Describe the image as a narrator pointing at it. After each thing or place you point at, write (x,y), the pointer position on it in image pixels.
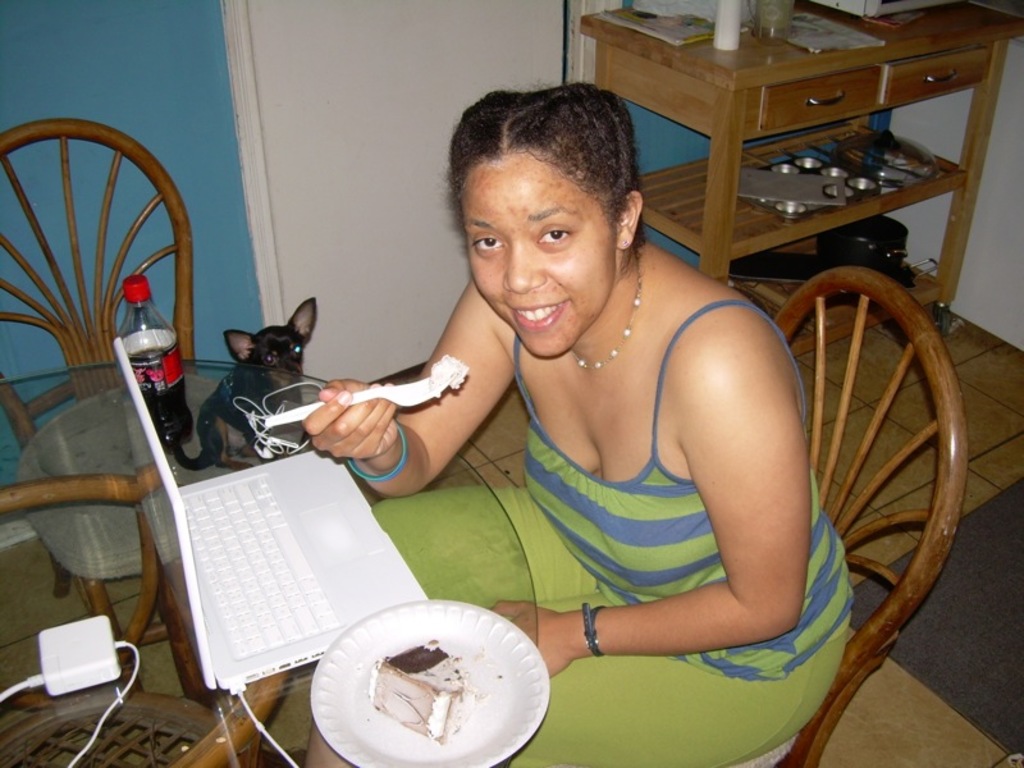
In this image in the center (656,485) there is a woman (648,557) sitting and smiling and holding a fork (380,397) in her hand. In front of the woman (461,493) there is food (410,707) on the plate (408,615) and there is a laptop (238,587) and there is a bottle (162,392) on the table (146,454) and there is an adapter (82,661) which is white in colour. There is an empty chair (39,235) and there is a black colour animal (274,360) on a chair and in the background (402,90) there is a door (426,78) which is white in colour and there is a table (797,80), on the table (789,46) there are objects (762,36).
